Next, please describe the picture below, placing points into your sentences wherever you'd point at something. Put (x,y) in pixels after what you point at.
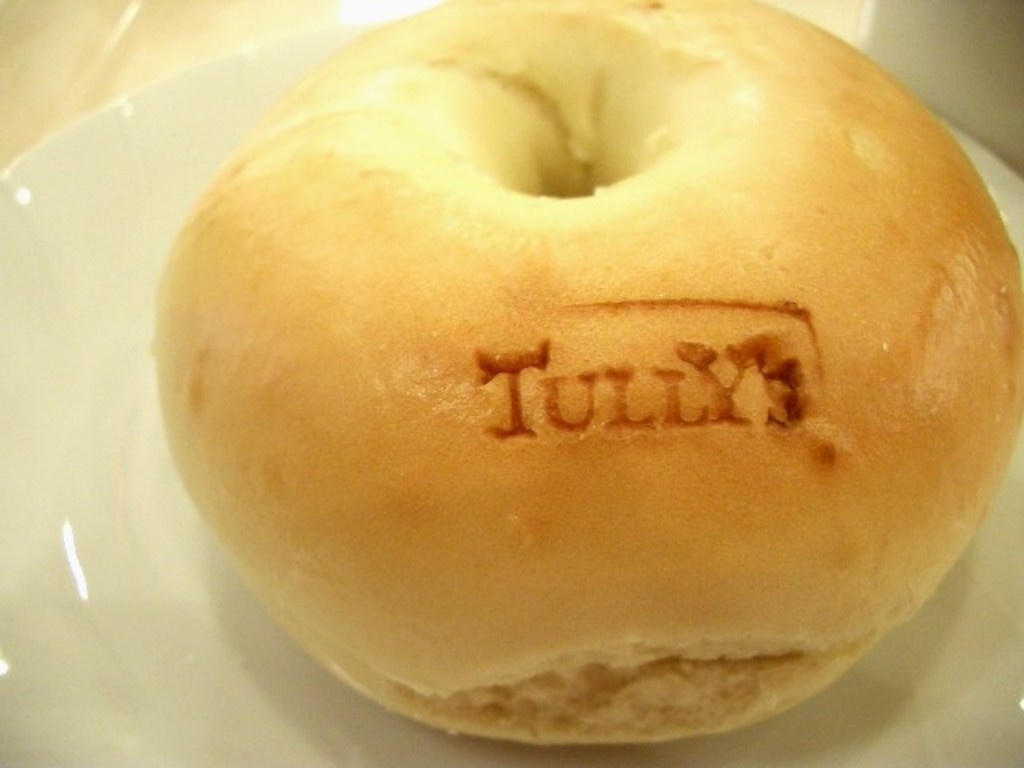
This image consists of a food (548,354) which is on the plate (139,328) in the center (407,492).
